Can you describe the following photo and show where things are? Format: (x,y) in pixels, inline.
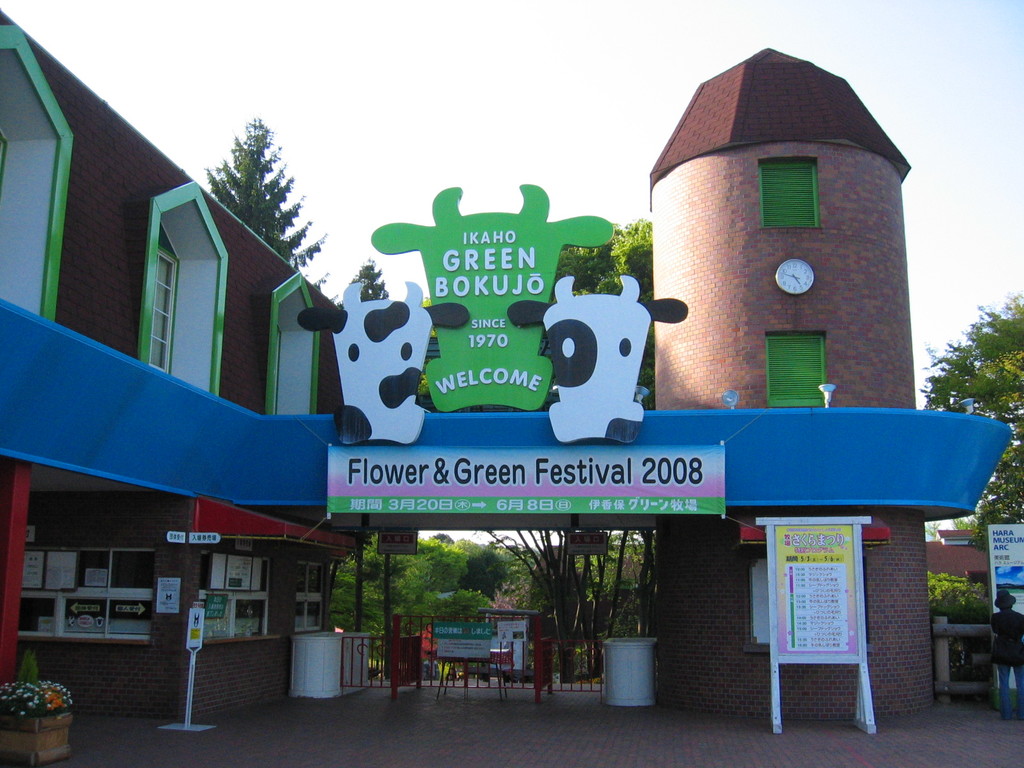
In this image there is a building (289,462) with an entrance board (440,381) and with some text (493,463), there are two animal photos (616,437) on both sides of the entrance board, there are few sign boards (789,664), few frames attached to the wall (706,608), few trees (999,507), houses (964,532), flower pots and the sky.
